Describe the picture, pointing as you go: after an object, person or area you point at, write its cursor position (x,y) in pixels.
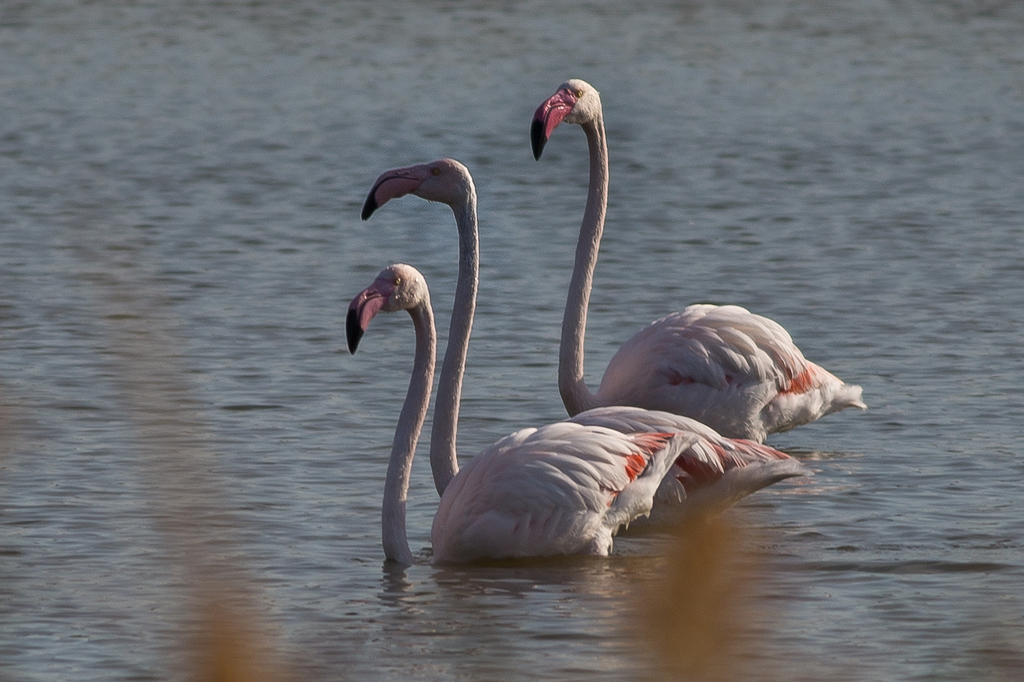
In this image I can see three birds (511,544) in the water (314,468). This image is taken may be in a lake (880,46).
